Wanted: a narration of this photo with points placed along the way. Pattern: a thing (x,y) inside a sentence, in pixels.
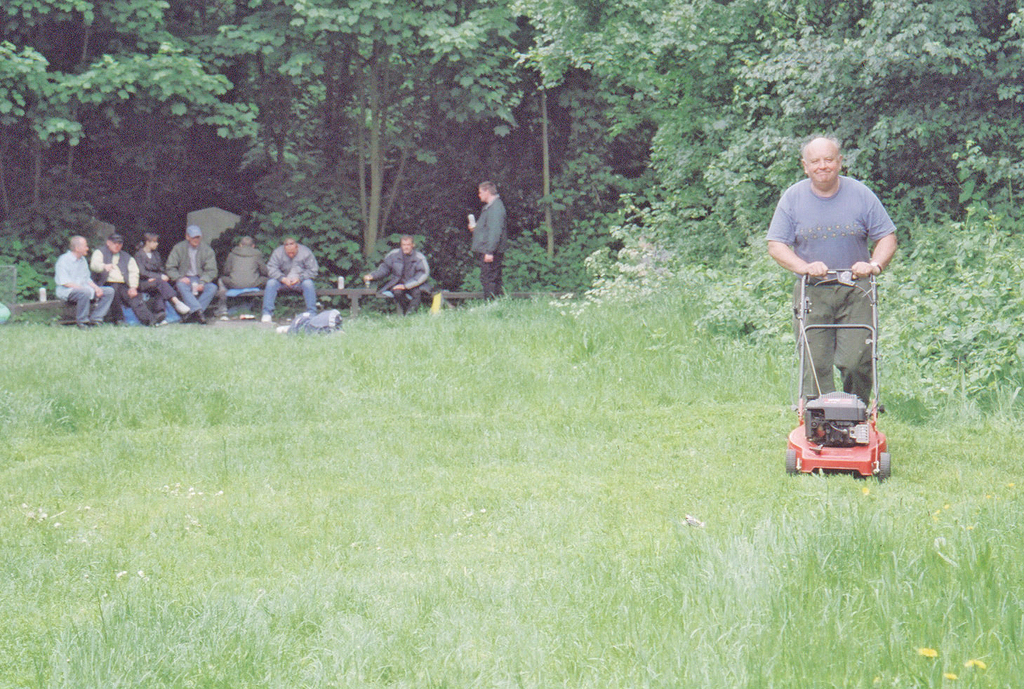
In this image, we can see a few people (826,262). Among them, we can see a person (844,240) holding a machine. We can see the ground (403,477) with some grass (451,358). There are a few plants (935,397) and trees (955,34).
